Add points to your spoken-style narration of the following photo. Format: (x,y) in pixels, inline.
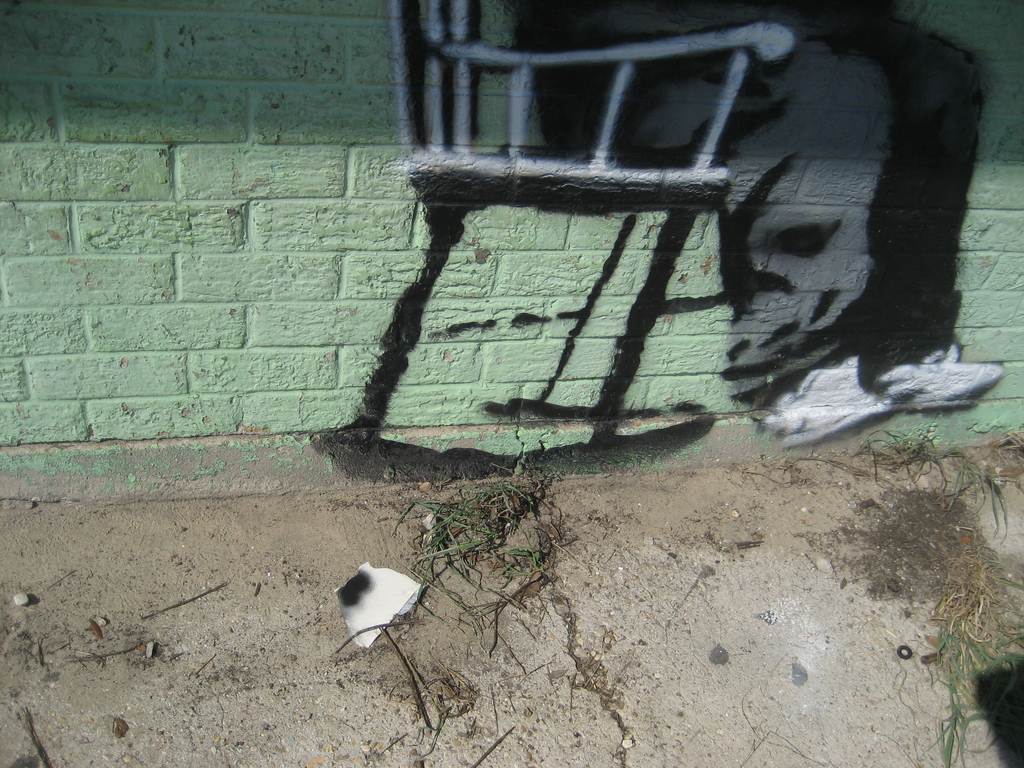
In this image I can see grass (478,558), a white colour thing (399,597) and few sticks (522,589) on the ground (438,568). On the top side of the image (309,137) I can see a green colour wall (153,188) and on it I can see a painting (621,163).
